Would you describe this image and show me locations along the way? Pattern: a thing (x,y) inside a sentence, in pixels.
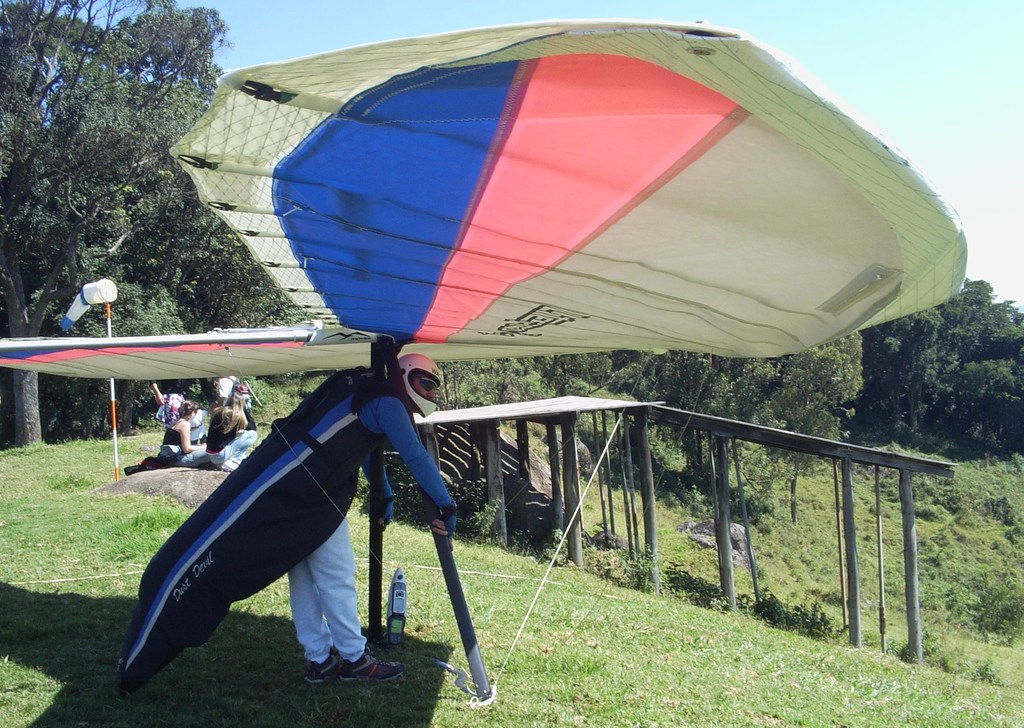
In this picture we can see a man (335,601) wore a helmet (405,370) and standing on the ground (542,594), wooden poles (849,514), trees (79,87) and some people (239,439) sitting on rock (157,478) and in the background (900,47) we can see the sky (887,48).
